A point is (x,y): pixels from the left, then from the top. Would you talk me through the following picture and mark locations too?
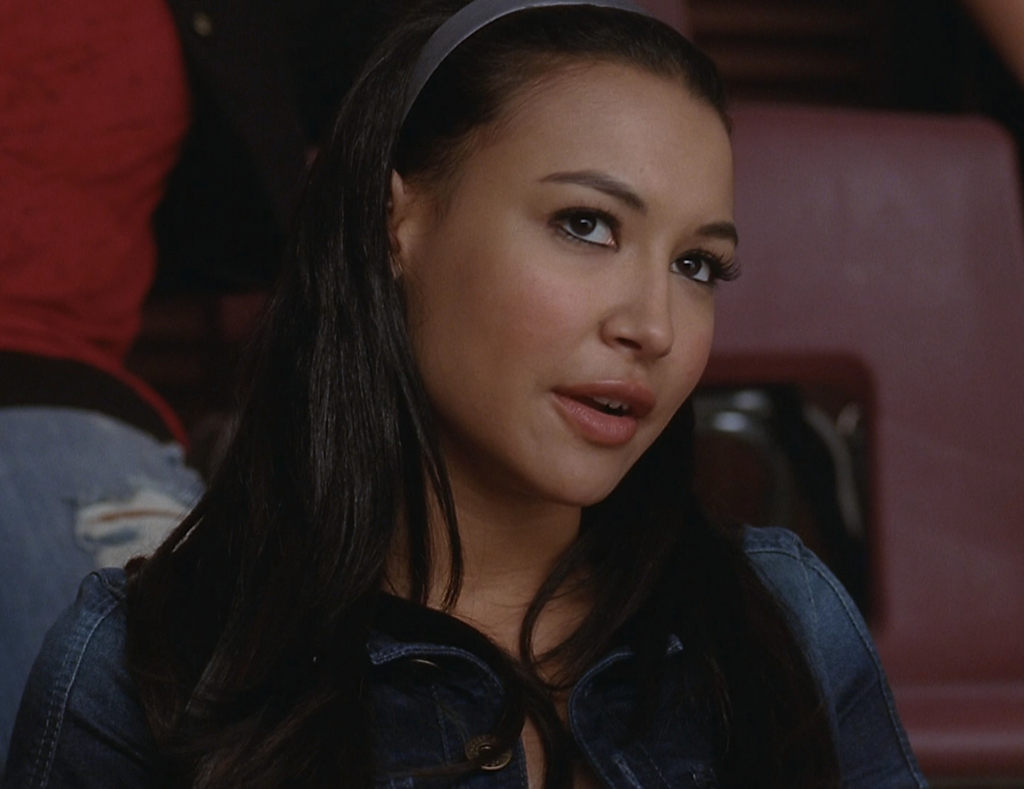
In this picture there is a girl (441,617) who is wearing shirt (471,785) and hair band (398,135). Backside of her we can see another person (104,482) who is wearing t-shirt (60,197) and jeans (69,532). On the right (895,396) we can see chair (892,449).
